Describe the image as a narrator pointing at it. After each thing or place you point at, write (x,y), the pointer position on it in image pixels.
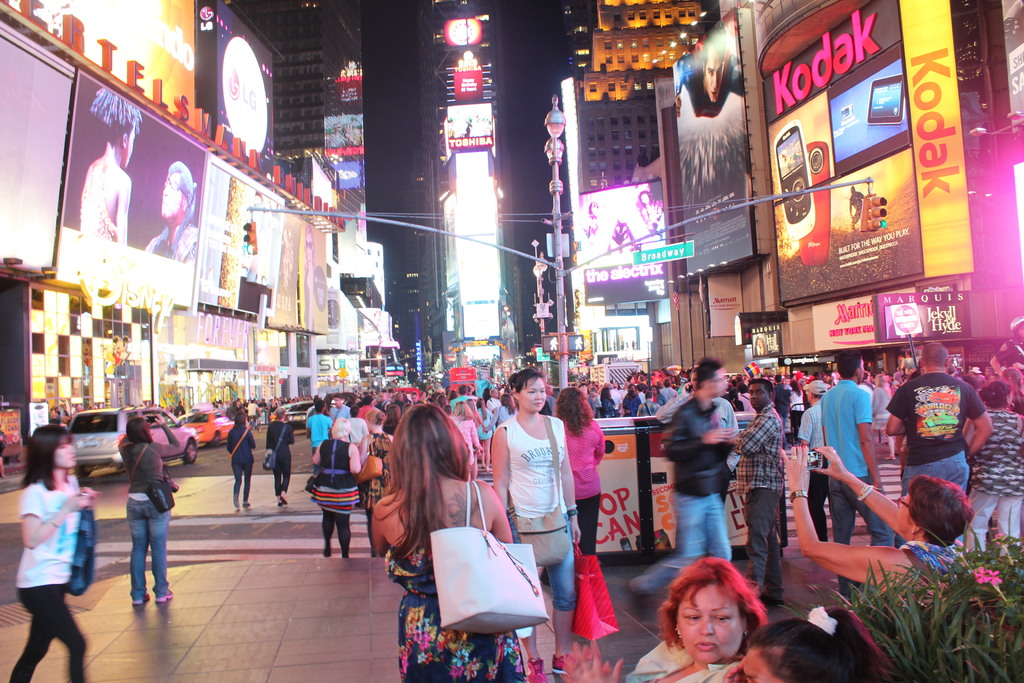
In this image I see number of people (1005,377) and all of them are on the path (603,638) and I see few of them are sitting and there is a plant (1004,563) over here. In the background (954,357) I see the buildings (66,387) on which there are few screens (57,104) and few hoardings (34,127) and I can also see few poles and vehicles (226,417) over here.
